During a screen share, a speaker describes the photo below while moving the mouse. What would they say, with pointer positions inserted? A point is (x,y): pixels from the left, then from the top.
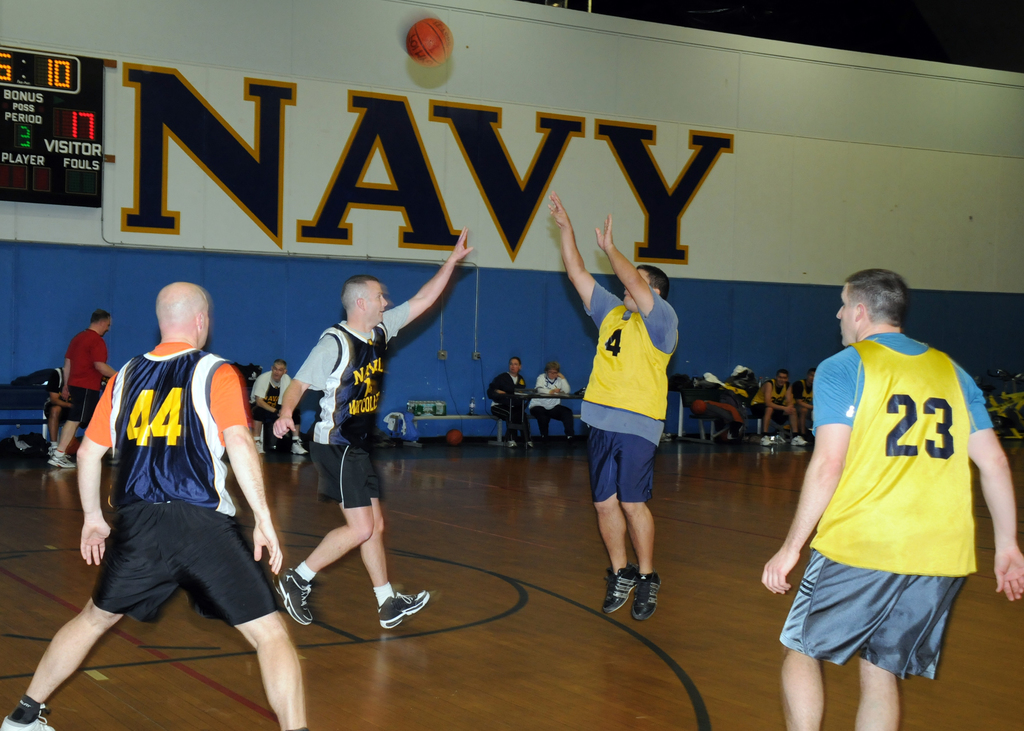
In this image it seems like there are few players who are standing on the floor (511,640) and playing the basket ball (435,37). In the background (301,192) there is a wall (217,162) on which there is a score board (29,121). Beside the scoreboard (68,128) there is some text (399,170). In the middle (501,395) there are few persons (554,402) sitting in the chairs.
